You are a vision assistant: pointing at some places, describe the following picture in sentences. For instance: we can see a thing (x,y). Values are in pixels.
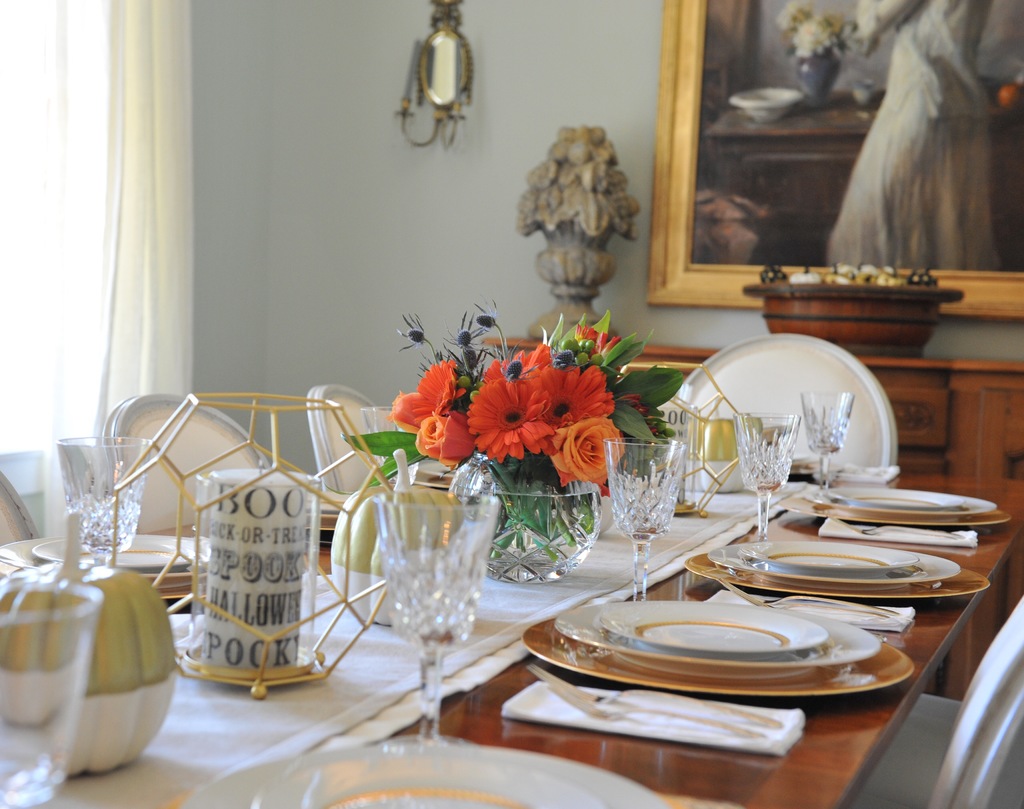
In this image I can see a table (530,583) with a couple of plates (718,624), glasses (662,525) and other objects (223,538) on it. I can also see there is a curtain (174,154) and a photo (832,138) on a wall (348,140).
